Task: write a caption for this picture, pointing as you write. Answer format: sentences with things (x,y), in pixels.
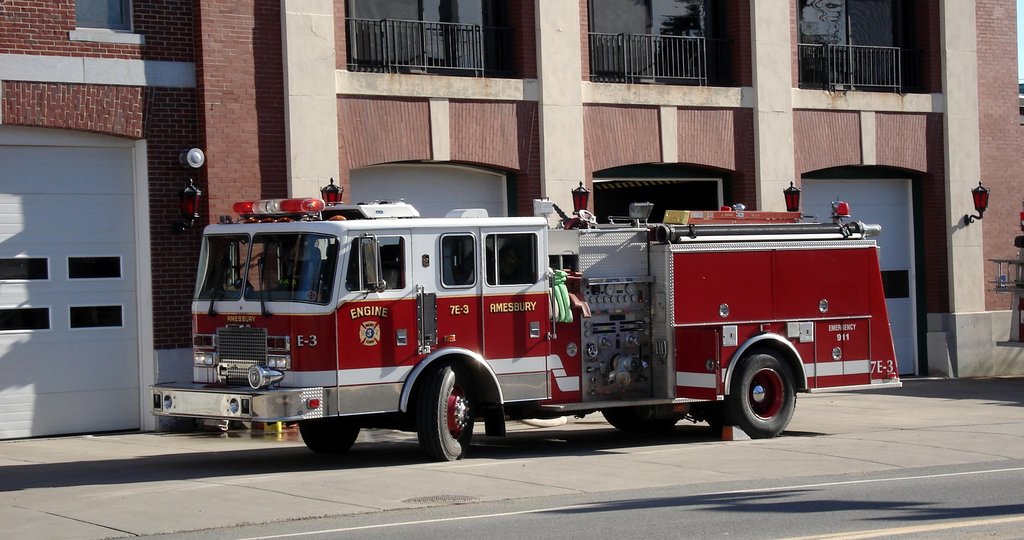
In this image, I can see a fire engine (468,435) on the road (437,507). In the background (180,201), I can see a building (223,82) with the doors (502,183), iron grilles (455,69) and lamps (580,188) attached to a building wall (968,211).
